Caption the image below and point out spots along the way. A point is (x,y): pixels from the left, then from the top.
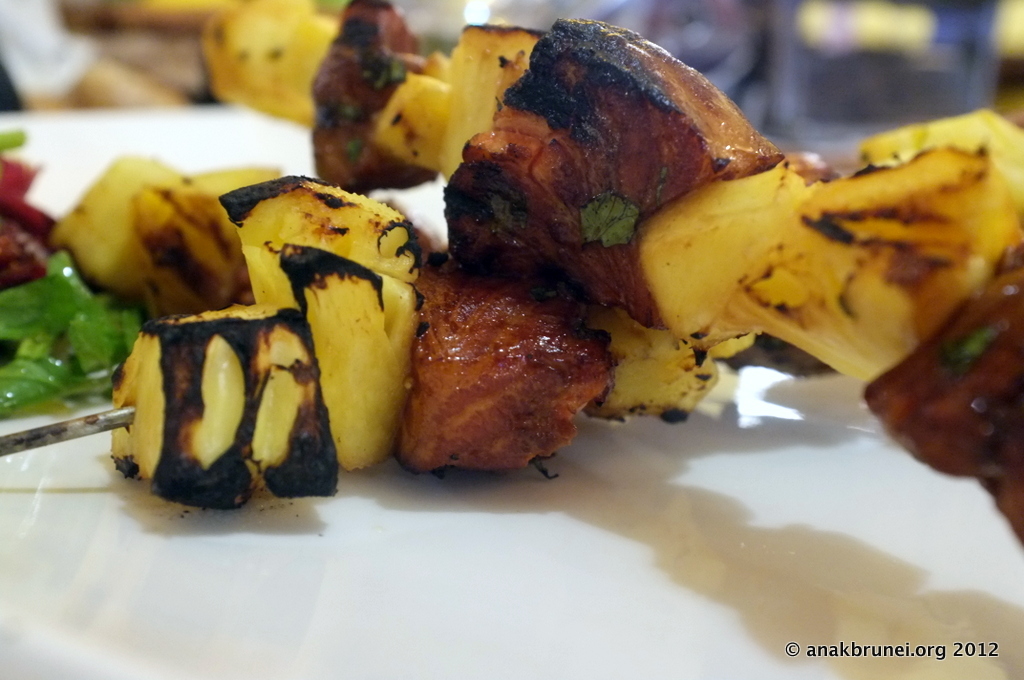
In the picture I can see food items (378,318) on a white color surface (899,676). At the bottom right side of the image (808,654) I can see a watermark (897,648). The background of the image (844,43) is blurred.
